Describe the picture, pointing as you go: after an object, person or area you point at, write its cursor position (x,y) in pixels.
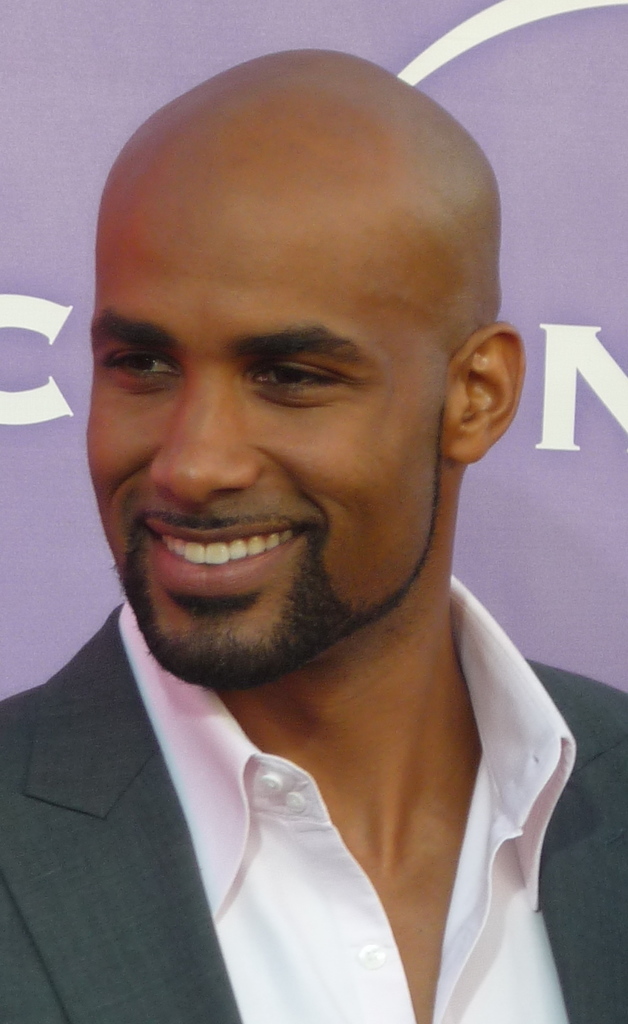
In this image in front (62,703) there is a person (225,564) wearing a smile (257,534) on his face (245,536). Behind him there is a banner (82,65).
